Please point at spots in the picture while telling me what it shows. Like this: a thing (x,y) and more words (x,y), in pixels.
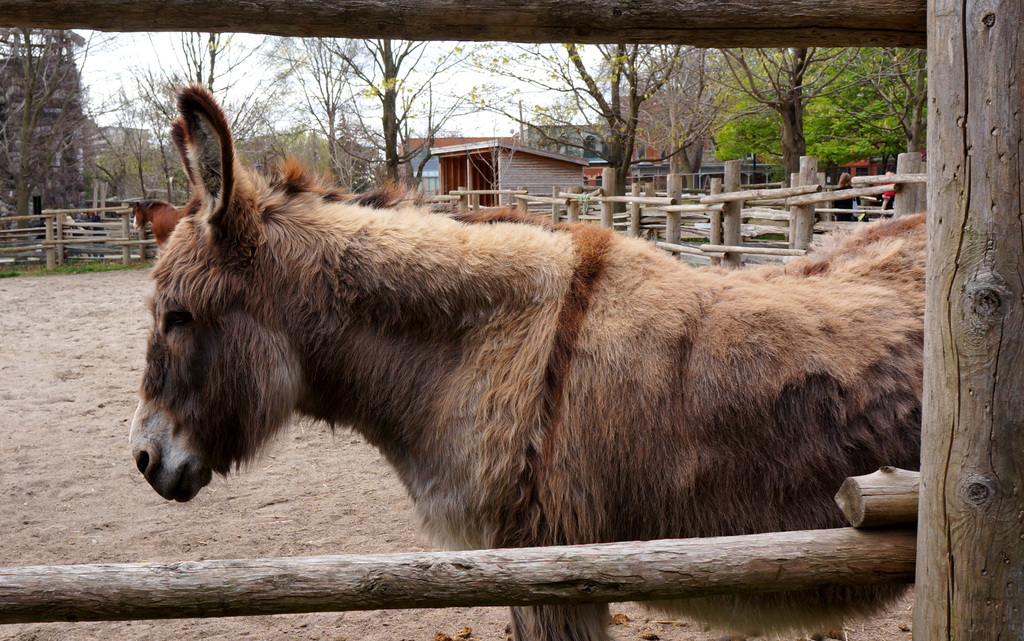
In front of the image there is a donkey (438,234) in a wooden fence (686,246), behind the fence (50,241) there are trees (674,146) and buildings (125,167).
